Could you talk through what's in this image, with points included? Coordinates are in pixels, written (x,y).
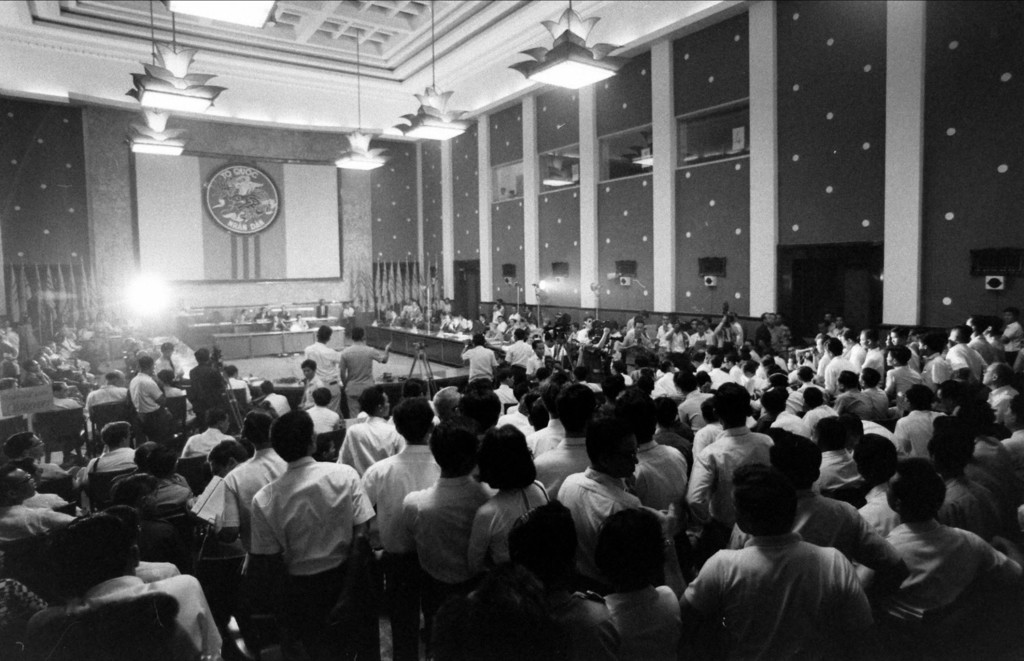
In this image we can see some people (677,494) standing and some are sitting in the chairs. We can see the pillars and hanging lights (175,77). We can see the ceiling (285,102) and speakers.
